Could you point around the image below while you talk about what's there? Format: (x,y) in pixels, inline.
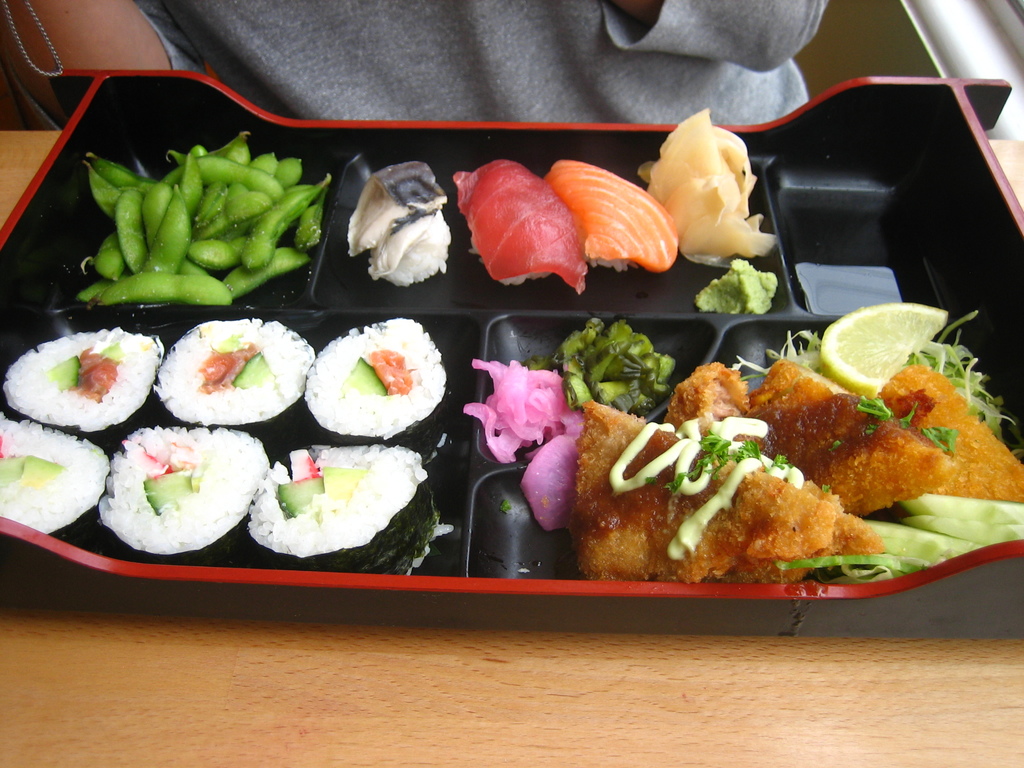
In this image, we can see some food items (127,234) on the tray (316,295), which is placed on the table (420,638). In the background (491,56), there is a person (579,40).
